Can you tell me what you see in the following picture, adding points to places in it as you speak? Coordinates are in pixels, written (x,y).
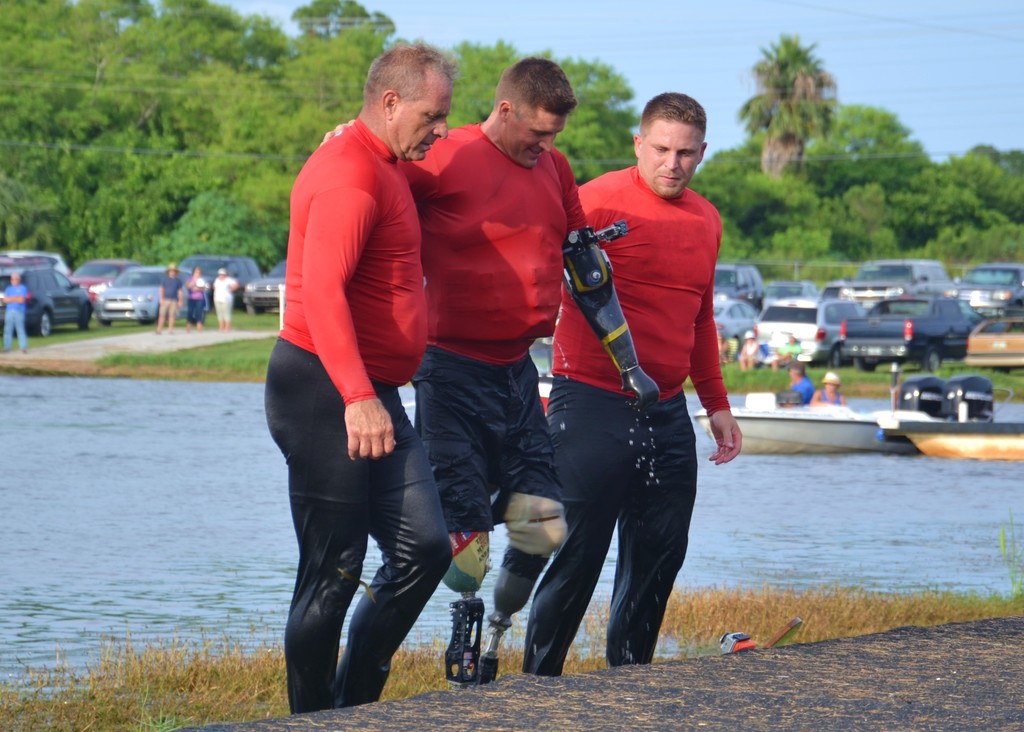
In this image in the center (530,440) there are persons (463,438). Behind the person (327,502) there is water (191,514) and on the ground (206,685) there is grass (186,684). In the background (138,313) there are persons (162,304) standing and there are cars (856,324), there are trees (831,168) and on the water (844,459) there are boats (845,417) with the persons (827,400) inside it.
